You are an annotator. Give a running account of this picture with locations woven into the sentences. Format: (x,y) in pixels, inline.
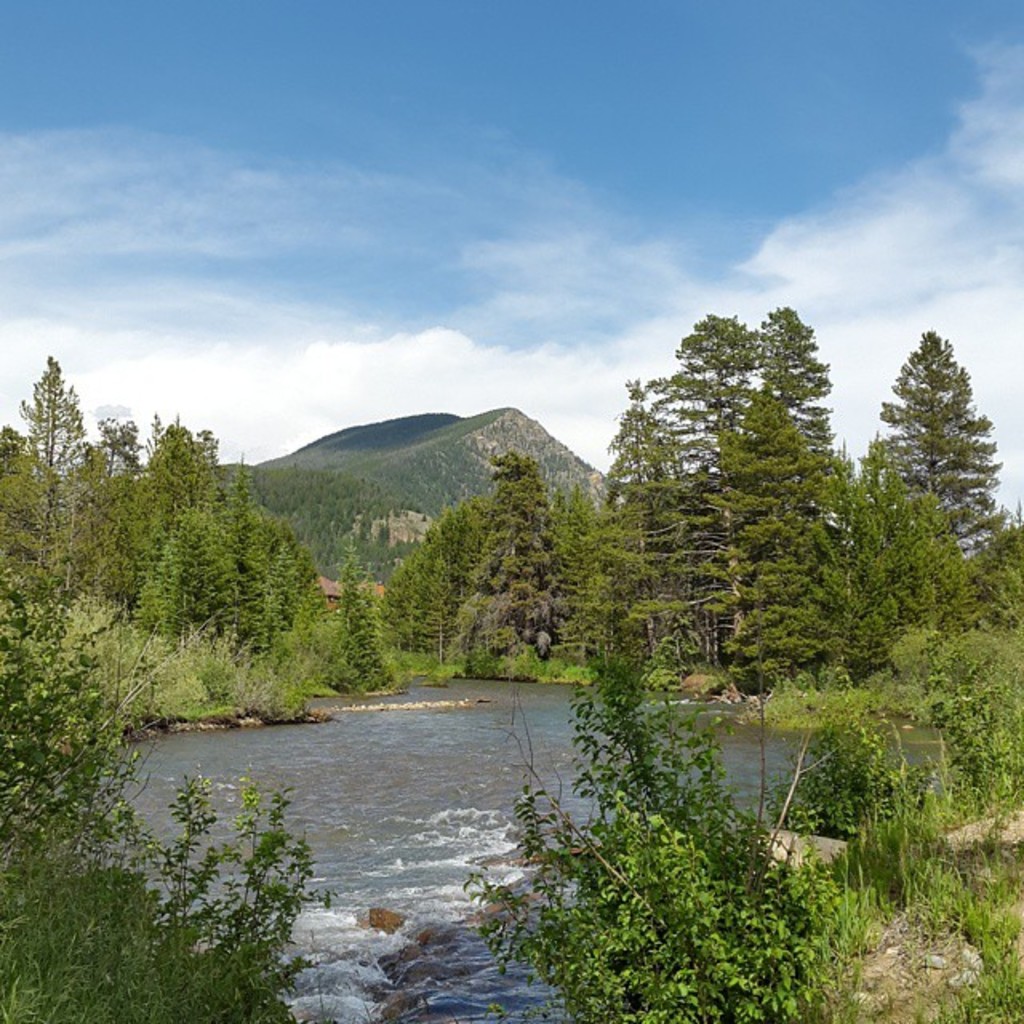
In this image in the center (566,667) there is a river (287,773) and there are some plants (946,906) and some rocks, in the background (171,622) there are trees (487,622) and mountains (313,476) and at the top of the image (535,174) there is sky (592,298).
